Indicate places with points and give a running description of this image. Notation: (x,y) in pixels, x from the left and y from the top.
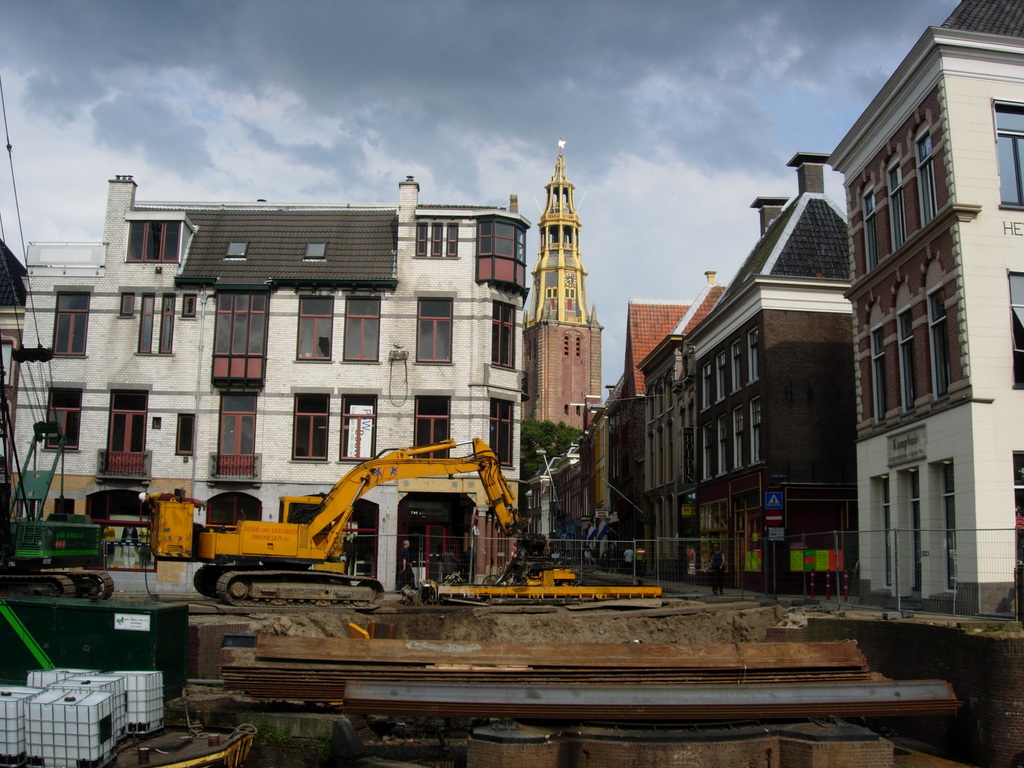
In the center of the image (360,487) there is an excavator (371,577). In the background of the image (431,248) there are many buildings (450,362). In the top of the image (661,169) there is sky (109,101) and clouds (388,116).
